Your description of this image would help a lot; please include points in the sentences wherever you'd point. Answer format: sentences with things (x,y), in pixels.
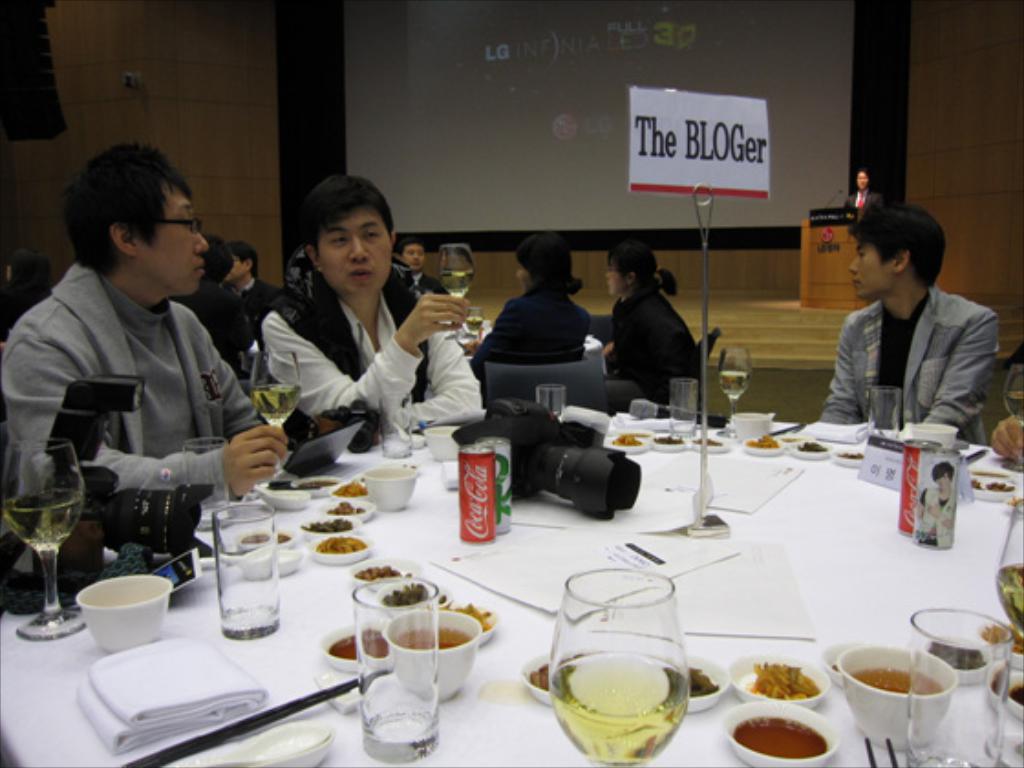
In this image there is a table (533,638) on the bottom of this image (531,613) and there are some objects (532,577) kept on it. There are some persons (168,300) sitting as we can see on the left side of this image (263,331) and there is one person (895,385) at right side of this image (894,358) and there is a wall (191,108) in the background (241,162), and there is a screen (570,135) at top of this image (584,55). There is one person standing on the stage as we can see on the right side of this image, and there is a camera (554,463) kept on a table (172,624) on the bottom of this image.
